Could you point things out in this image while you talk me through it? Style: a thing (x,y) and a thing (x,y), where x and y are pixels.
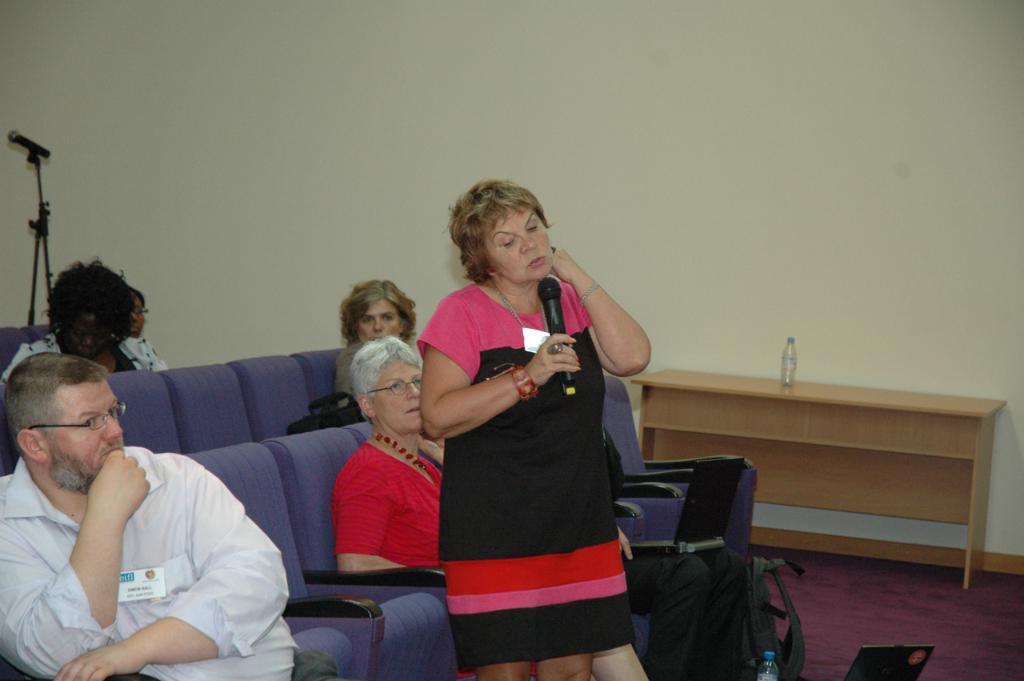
The picture is taken in a room (306,521). In the foreground of the picture (249,443) there are people (368,395), chairs (216,371), desk (786,424), bottle (766,660), backpack (755,586), microphone (36,153) and other objects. In the background (475,150) it is wall (477,172).
